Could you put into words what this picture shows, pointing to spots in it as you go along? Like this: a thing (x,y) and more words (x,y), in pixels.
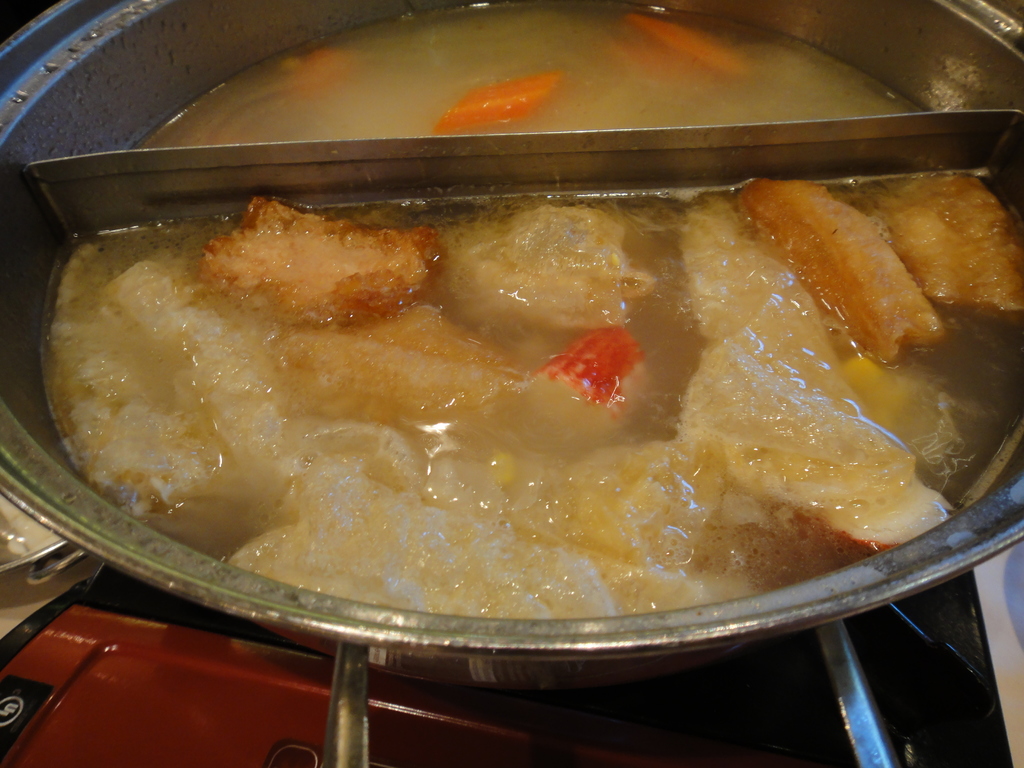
In this picture we can see container (896,548) with food (755,235) on stove (158,693).
